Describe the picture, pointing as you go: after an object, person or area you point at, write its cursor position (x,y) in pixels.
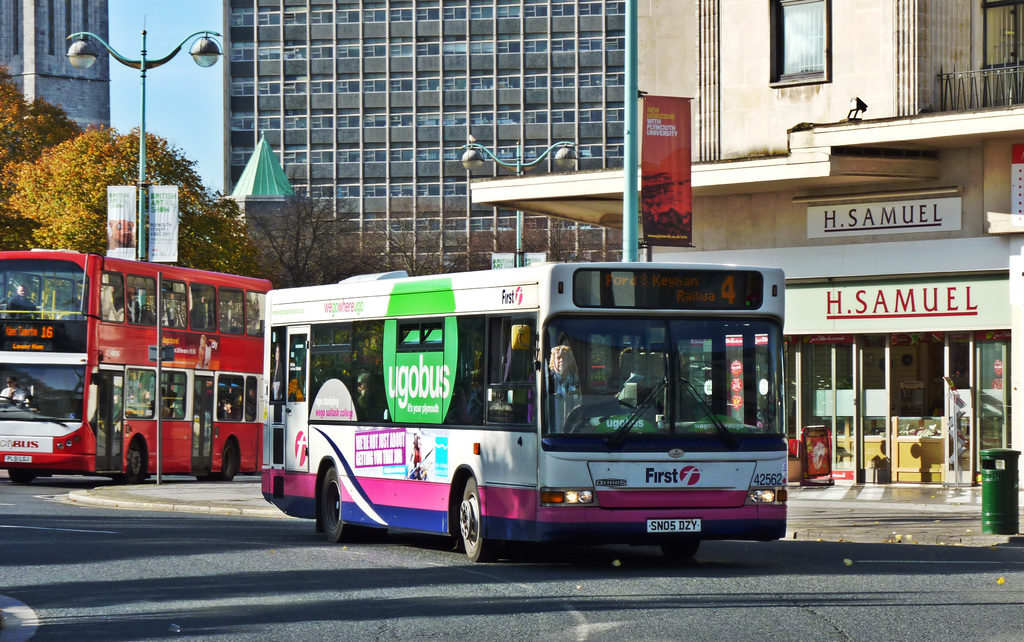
In the image we can see there are two buses (519,433) standing on the road (272,581). On the other side of the buses (259,325) there is a building (865,227) on which it's written "H. SAMUEL" and beside the building (705,130) there is another building (352,122) and in front of the building (401,219) there are lot of trees (272,246) and in between there is street lamp pole (126,59).
